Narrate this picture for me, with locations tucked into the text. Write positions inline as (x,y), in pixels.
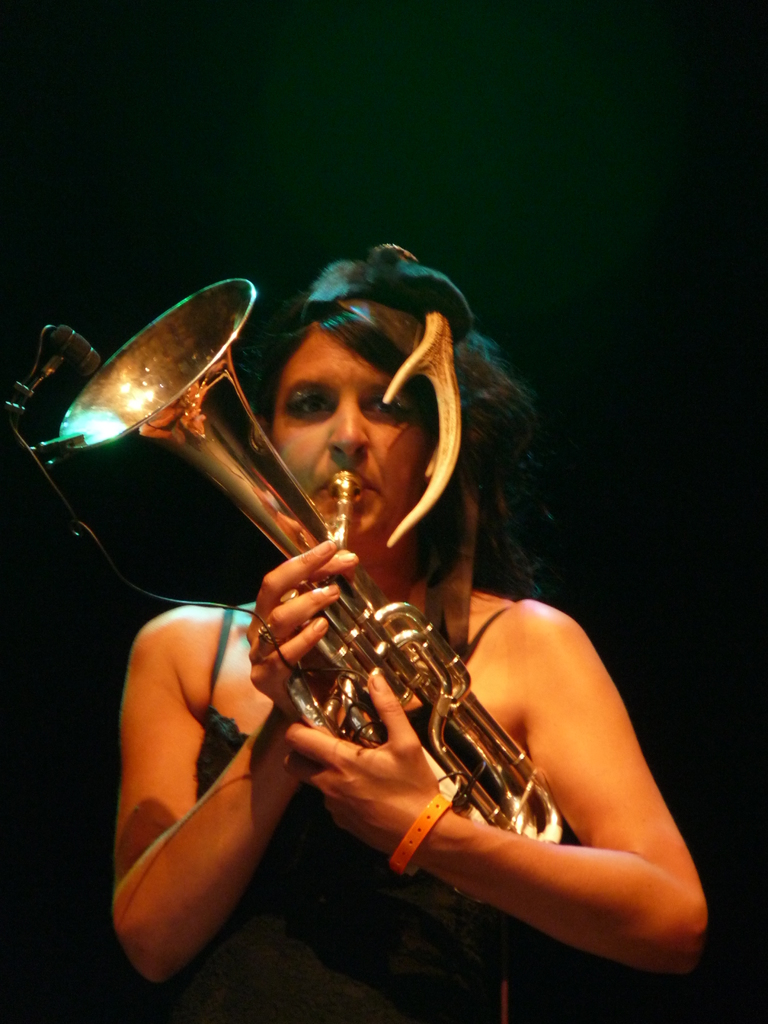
In the center of the image (498,552) there is a lady (197,982) holding a musical instrument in her hands (252,645).
